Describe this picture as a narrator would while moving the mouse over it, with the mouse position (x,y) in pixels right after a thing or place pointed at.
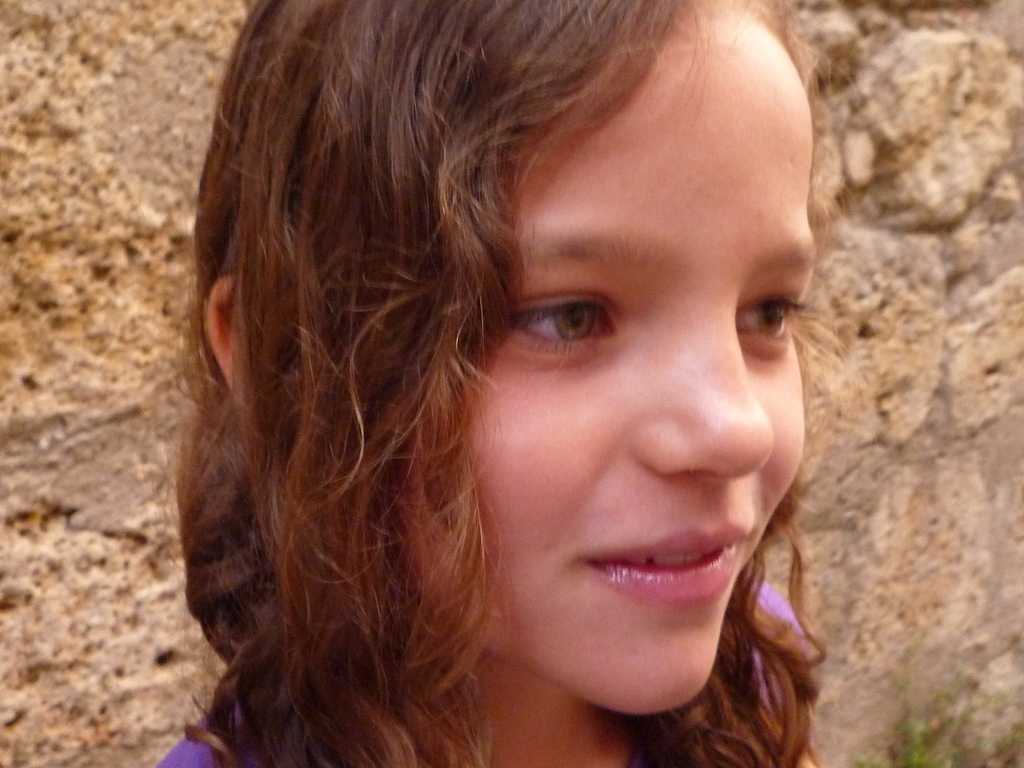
In this image there is a girl (298,604), in the background (121,32) there is a wall (933,515).
